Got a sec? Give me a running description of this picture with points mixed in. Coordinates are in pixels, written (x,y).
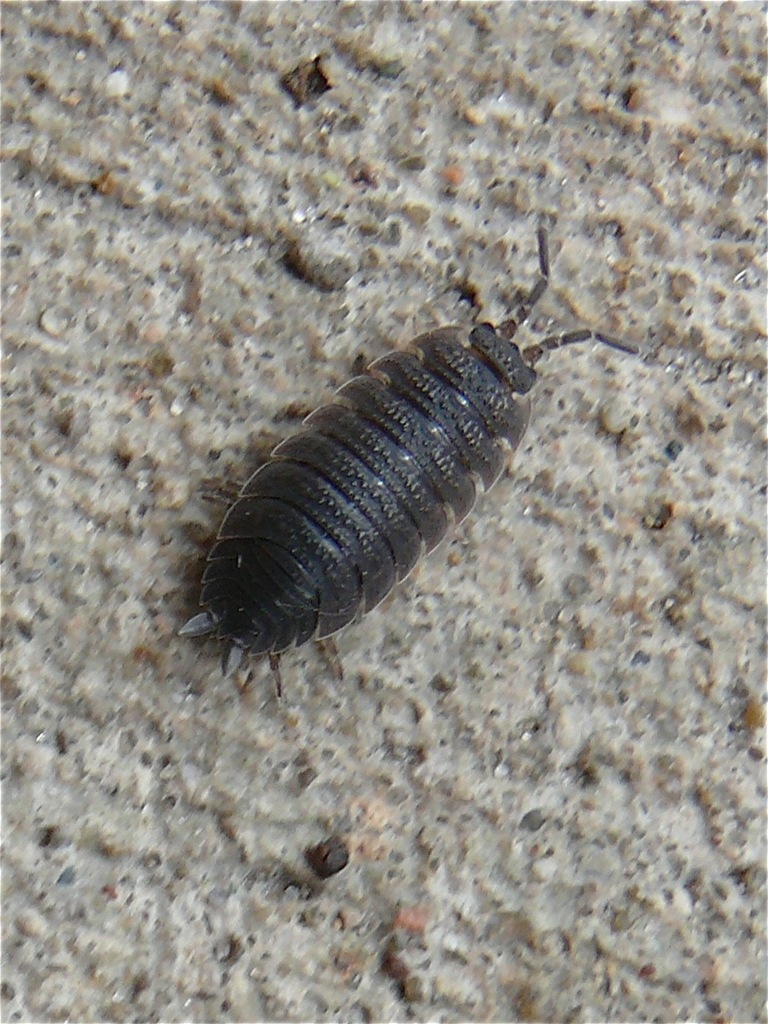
In this image I can see an insect (250,566) which is in black color. It is on the ash color surface (384,697).
